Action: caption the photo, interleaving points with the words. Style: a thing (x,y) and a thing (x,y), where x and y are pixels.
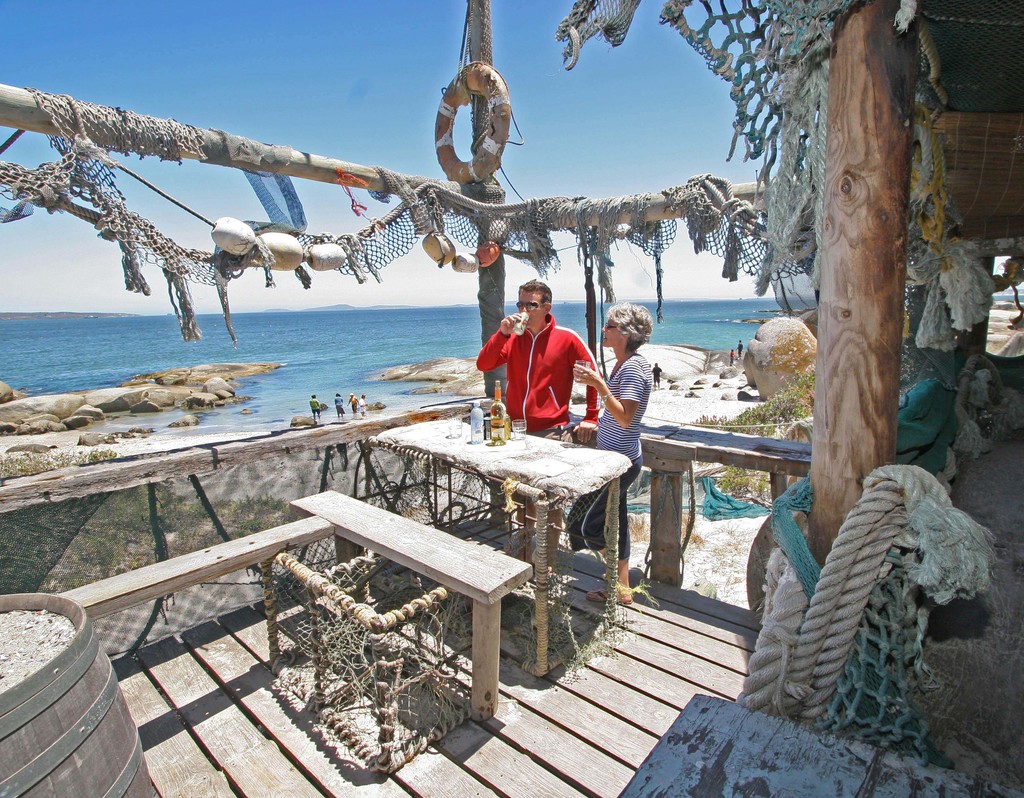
This picture shows a man (532,381) and a woman (611,393) standing and man (523,351) holding a can (512,328) in his hand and drinking and we see a woman (597,388) holding a glass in her hand (591,373) and we see few people (362,410) standing and we see bottles (494,420) on the table (490,448) and we see a bench (339,549) to sit on the pole (870,207) and net (781,33) and we see a blue sky (432,48) and we see few rocks (765,369) and plants (765,421) on the ground (796,413) and a rope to the pole (852,408).
